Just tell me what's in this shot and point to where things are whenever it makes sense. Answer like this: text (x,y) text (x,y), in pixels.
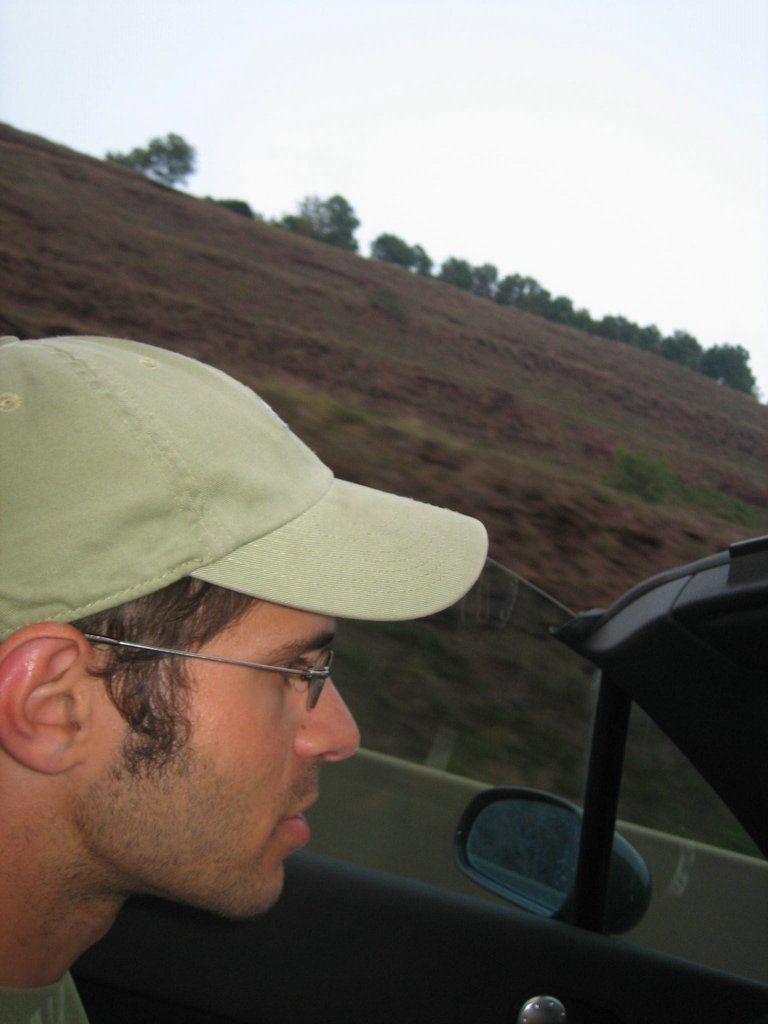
In this image i can see a man (134,624) wearing a hat (138,534) is sitting in a car (722,715).
